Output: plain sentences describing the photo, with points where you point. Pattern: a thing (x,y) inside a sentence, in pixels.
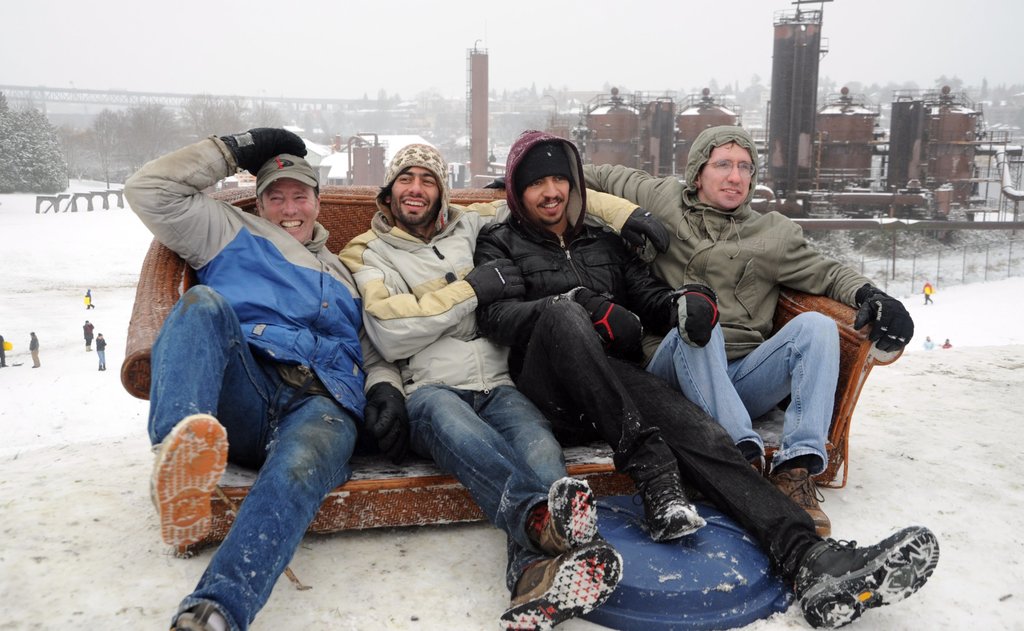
In this picture we can see four men (436,348) smiling, sitting on a chair (393,503) and at the back of them we can see some people (103,359) are standing on snow (109,247), containers (894,134), trees (275,121), some objects (580,145) and in the background (902,45) we can see the sky (452,84).
